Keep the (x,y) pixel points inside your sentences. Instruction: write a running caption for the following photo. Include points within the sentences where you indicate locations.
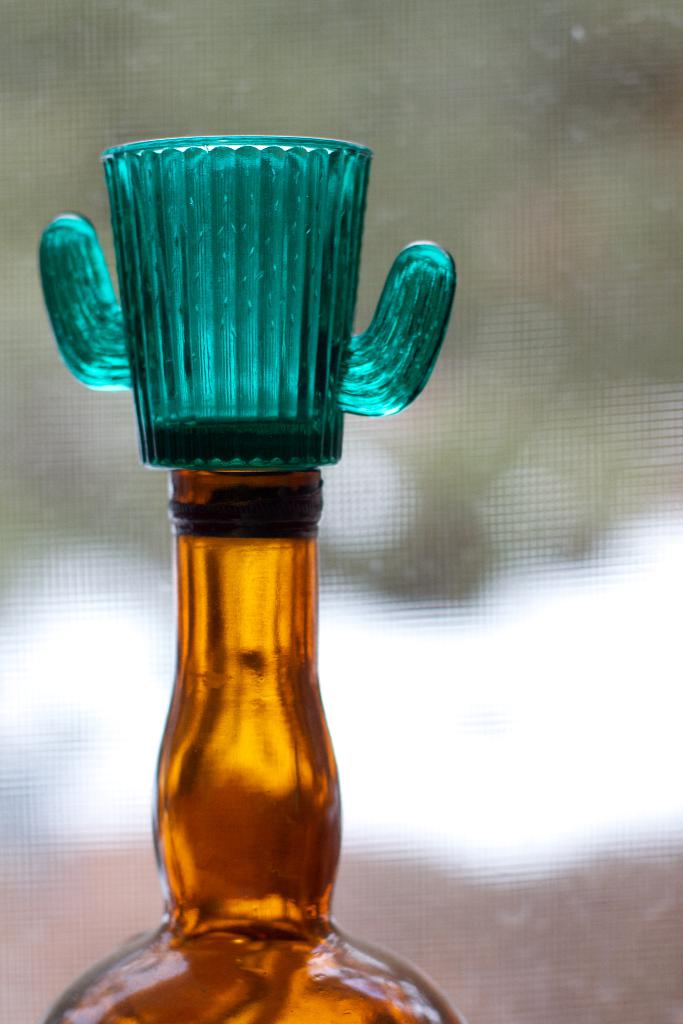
This picture a bottle (267,678) and on this bottle (230,586) there is a cup (201,275) placed on it.
